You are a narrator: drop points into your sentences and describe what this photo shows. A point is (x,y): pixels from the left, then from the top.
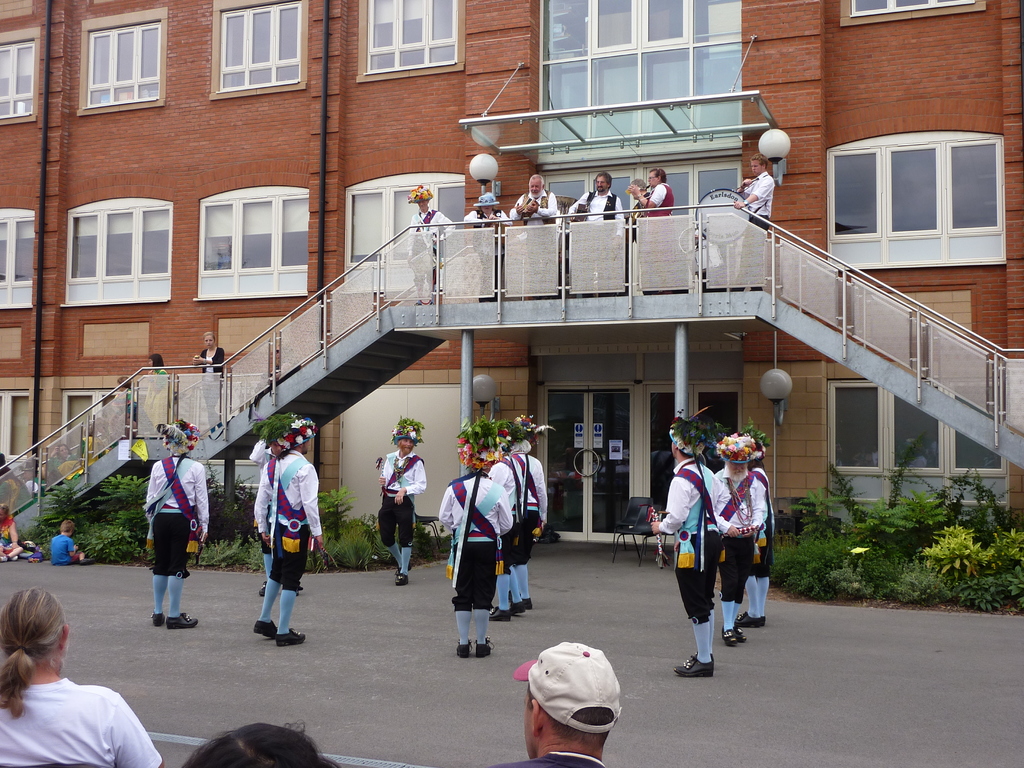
There are few people (396,462) wearing white and black uniform (509,552). They are holding something in the hand (383,480). On the head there is a cap (292,419) with flowers (315,429) and leaves (264,436). Also there are many other people (563,729). In the back (562,118) there is a building (365,73) with windows (595,86), doors (608,411) and steps (314,371) with railings (560,251). Also there are many people (515,222) standing on the steps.
